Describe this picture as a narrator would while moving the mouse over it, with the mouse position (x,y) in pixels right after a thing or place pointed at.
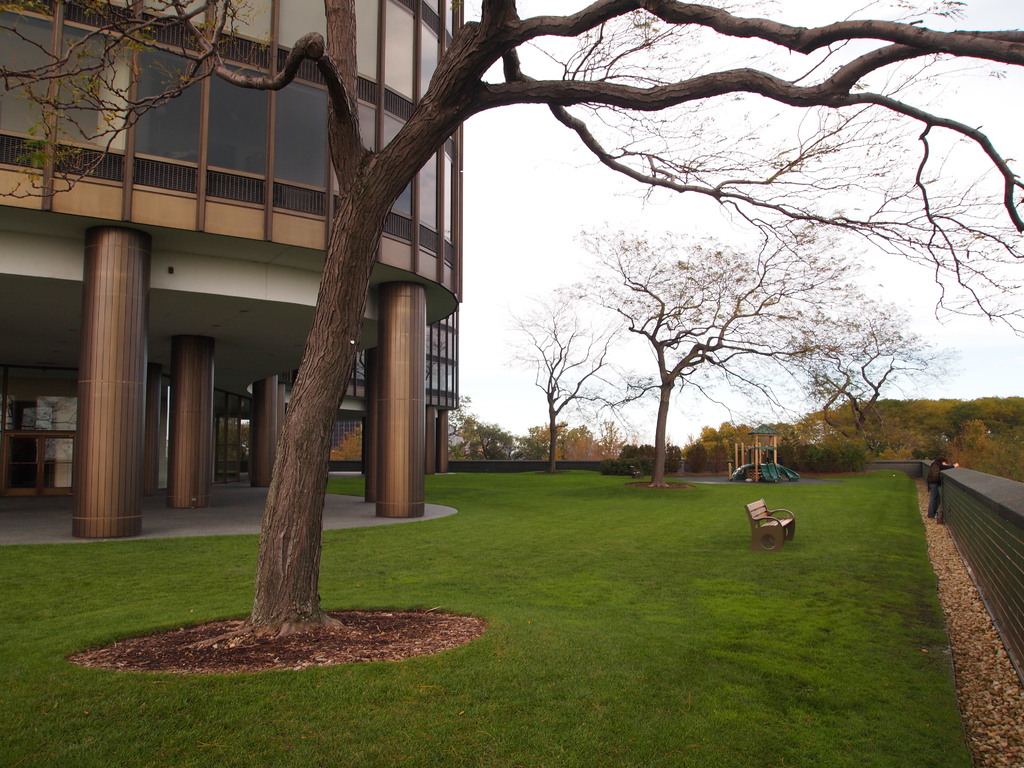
At the bottom (774,592), we see the grass (789,597). On the right side (959,565), we see the gravel (978,672) and a wall (1008,535). Beside that, a person (930,516) is standing. In the middle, we see a bench (758,509). Behind that, we see a gazebo like thing (741,459). On the left side (321,557), we see a tree (369,226) and behind that, we see the pillars (194,408) and a building (160,245) in white and brown color. There are trees (711,442) and the sky (552,191) in the background (550,409).
